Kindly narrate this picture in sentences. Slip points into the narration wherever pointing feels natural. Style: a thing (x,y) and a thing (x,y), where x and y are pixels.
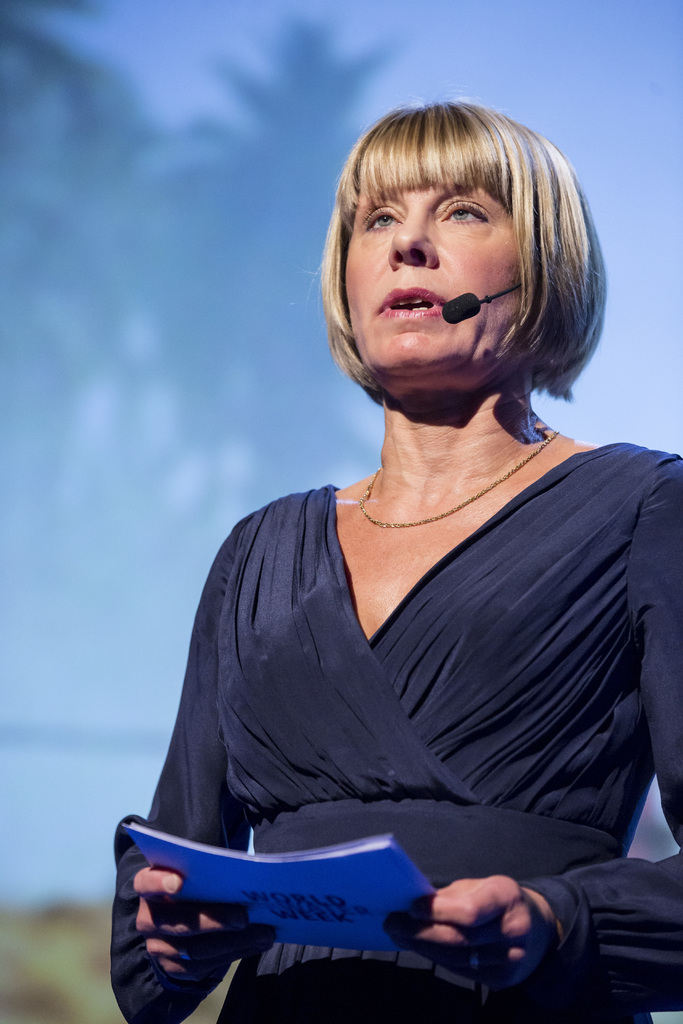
In this picture there is a woman (585,850) standing and holding a book (295,863) and talking. In the background of the image (649,254) it is not clear.
